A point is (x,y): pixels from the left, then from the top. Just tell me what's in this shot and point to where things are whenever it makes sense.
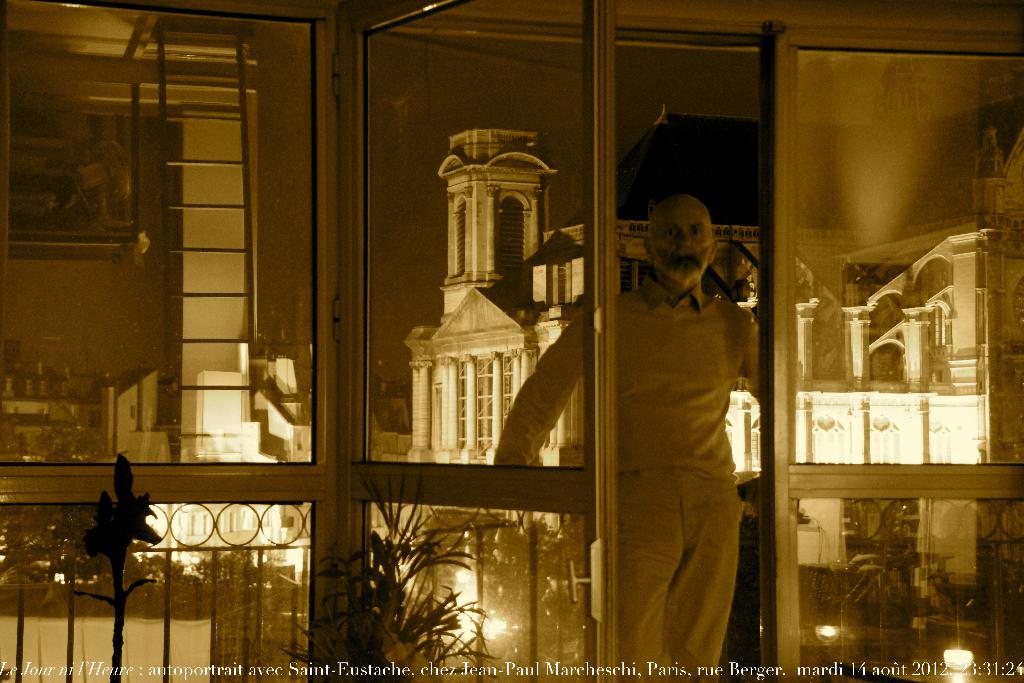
In this image we can see a person (684,530), there are windows (780,450), a door (575,564), there is a photo frame (52,155) on the wall (142,326), there are house plants (363,578), also we can see the reflection (552,461) of buildings (635,224) on the window mirror (985,638).
